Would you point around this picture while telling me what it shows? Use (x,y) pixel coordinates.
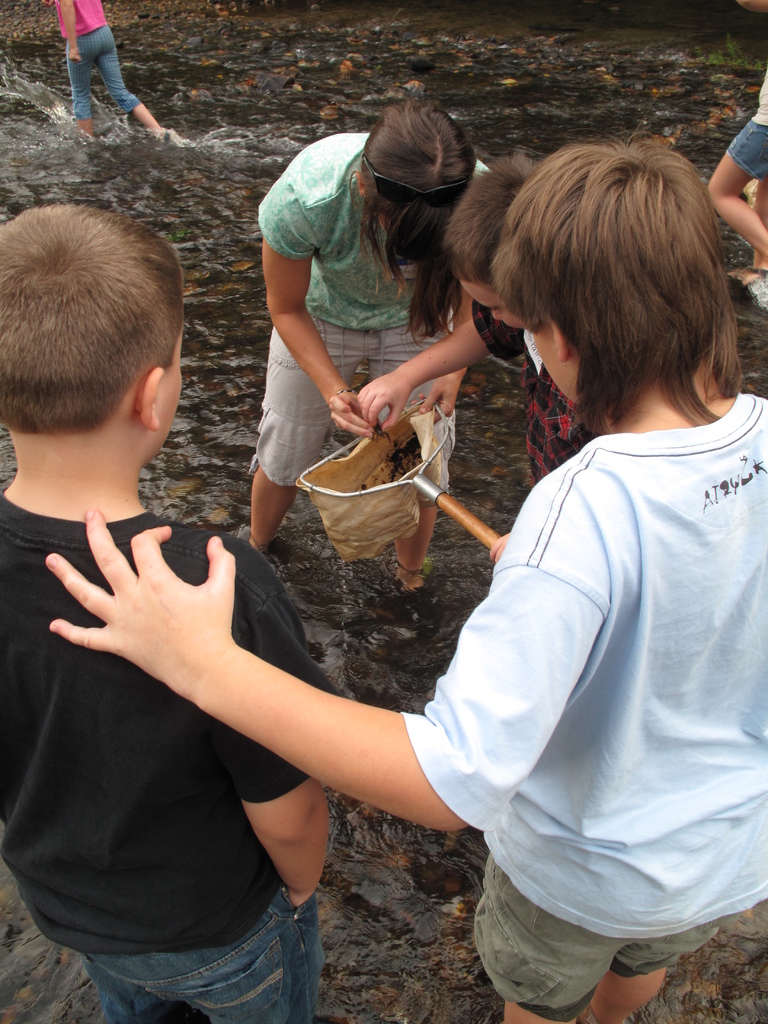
There are people (151,422) doing some work in the foreground area of the image (402,368), it seems like stones (748,71) and a person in the background (231,18).
